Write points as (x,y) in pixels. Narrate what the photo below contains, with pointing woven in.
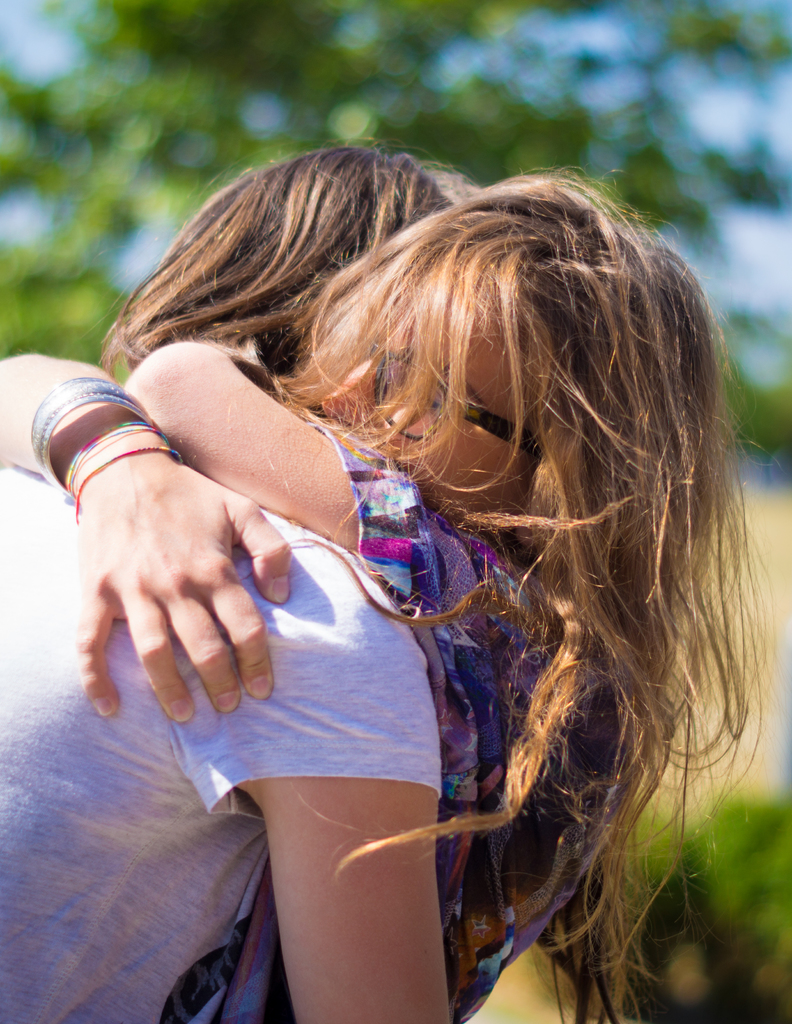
There are two persons (338,580) hugging each other. One person (129,593) is wearing bangles (106,440) and specs (492,419). In the background (778,857) it is green and blurred.
